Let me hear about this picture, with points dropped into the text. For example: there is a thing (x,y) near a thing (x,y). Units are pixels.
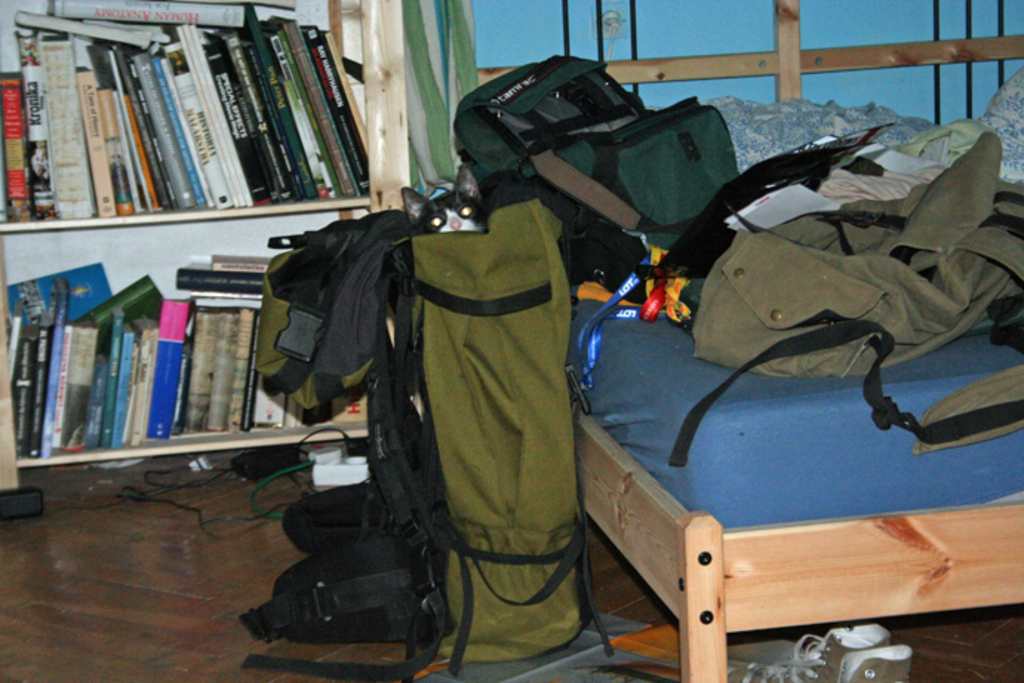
This image is clicked in a room (774,387). There is a cot (648,522) right side (773,426) and there bookshelves (93,228) left side. There books (145,348) in bookshelves (112,220). There are bags (535,162) on the bed (740,131). There are shoes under the bed (879,613) in the bottom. There are wires (209,480) under the bookshelves (133,455).
